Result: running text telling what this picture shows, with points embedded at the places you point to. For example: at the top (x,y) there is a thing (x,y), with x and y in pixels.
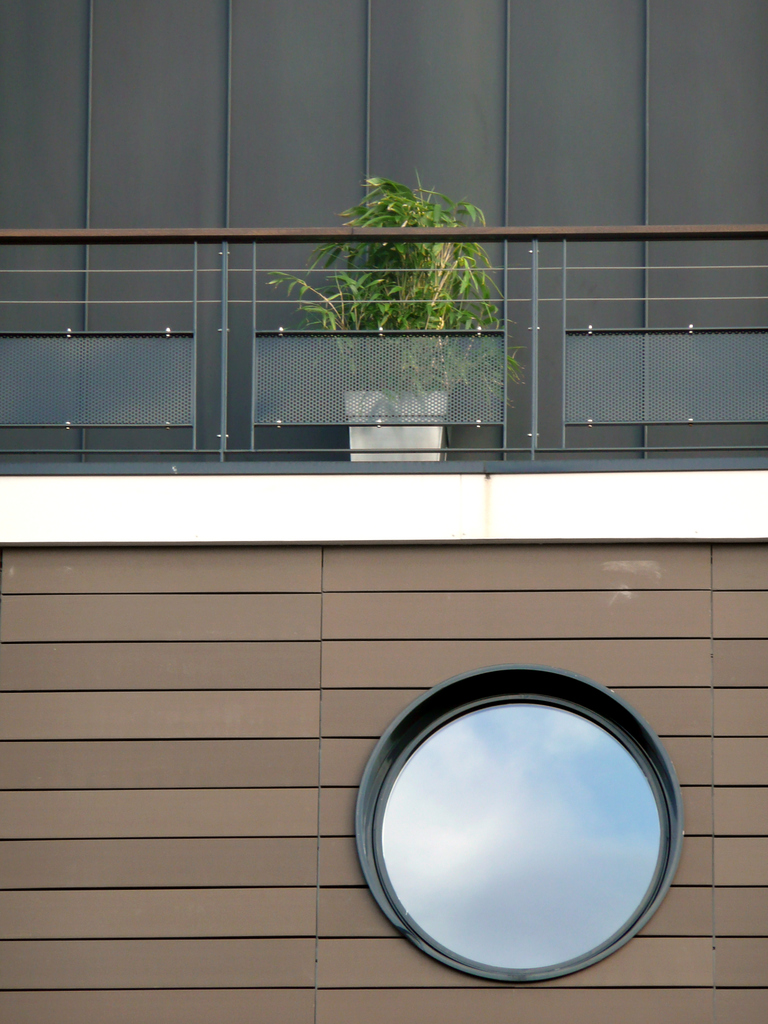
In the foreground of this image (266,738), there is a wall (243,806) and a circular structure (489,959) on it. On the top (697,332), there is railing (608,361), behind it, there is a plant (403,222) and a black wall (283,152).
